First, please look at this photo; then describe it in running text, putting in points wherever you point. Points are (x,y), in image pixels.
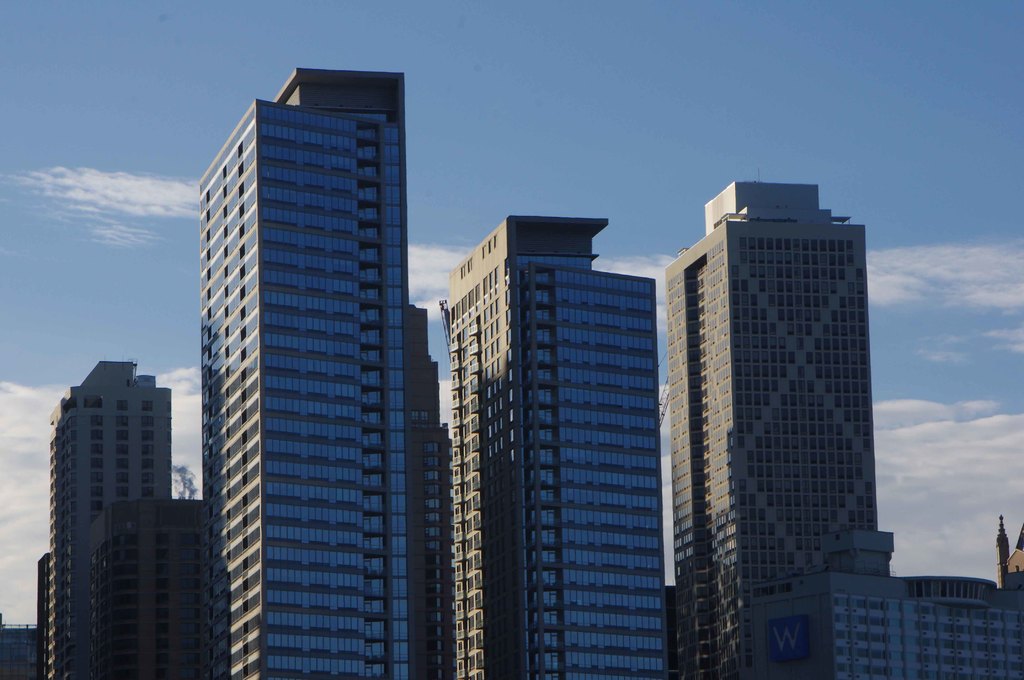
In this image, we can see some buildings (978,651) and we can see the blue sky (615,162).
